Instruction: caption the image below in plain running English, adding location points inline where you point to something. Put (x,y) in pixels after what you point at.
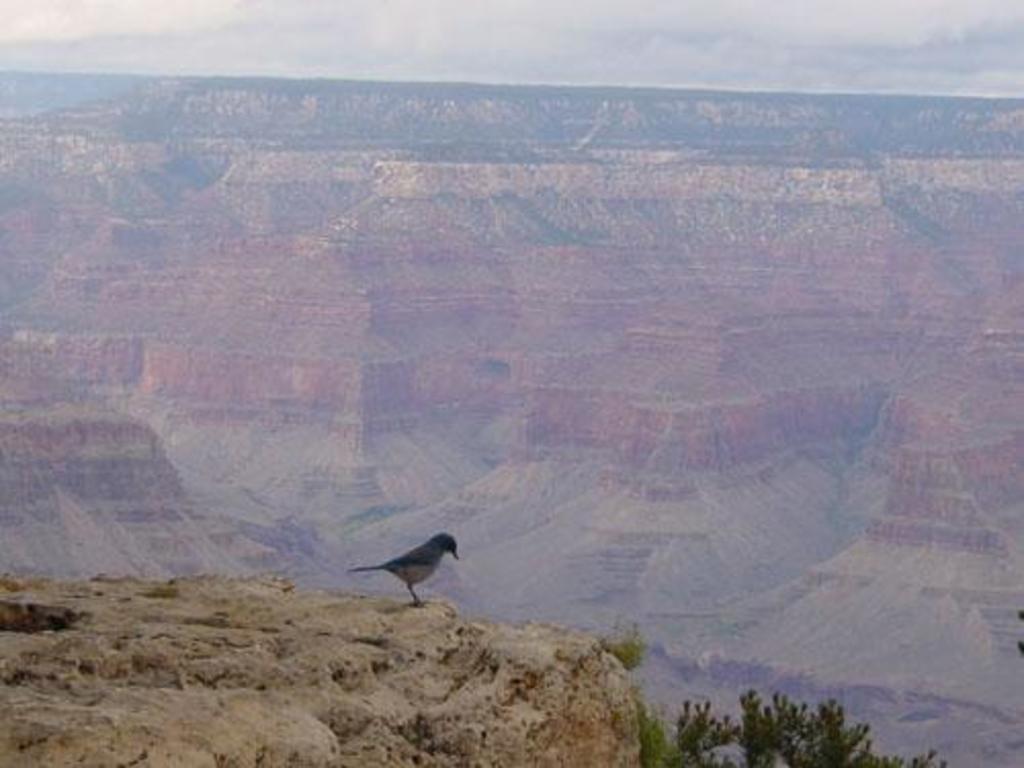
In this picture I can observe a bird (419,582) in the bottom of the picture (410,564). In the background (440,261) I can observe hills (200,213) and some clouds (266,40) in the sky (408,55).
